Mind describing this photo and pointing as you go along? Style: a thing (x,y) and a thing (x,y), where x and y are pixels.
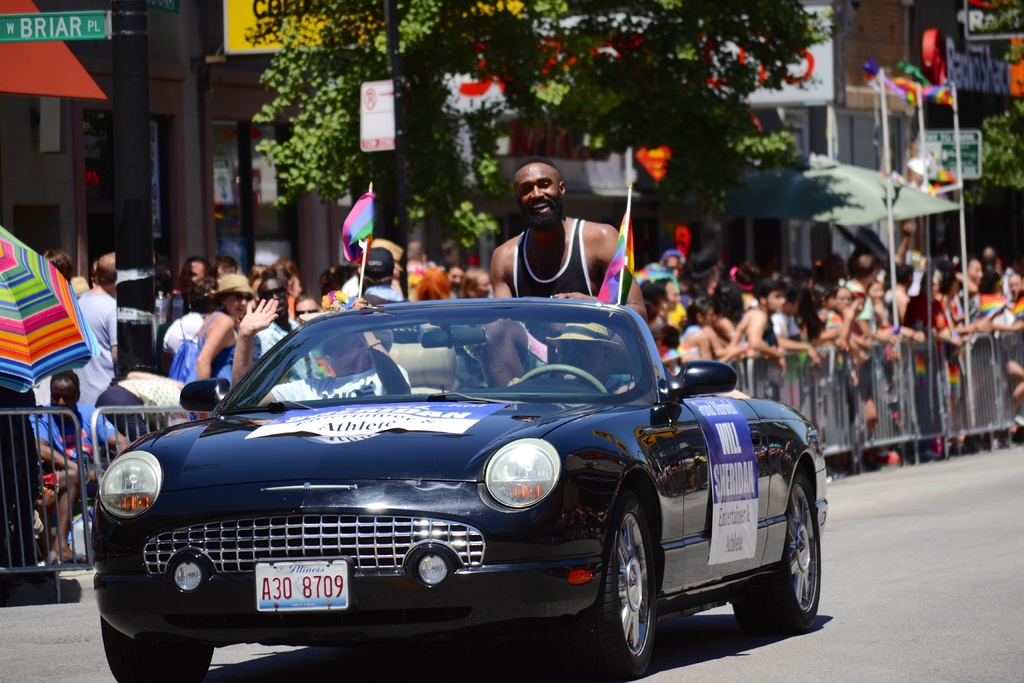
In this picture we can see a few people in the car (687,573). There are few flags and a poster (372,409) on this car (348,468). There are some barricades (53,488) from left to right. Few people (55,377) are visible at the back (79,295). We can see a sign board (386,140). Few trees (406,106) are visible in the background (474,15).
